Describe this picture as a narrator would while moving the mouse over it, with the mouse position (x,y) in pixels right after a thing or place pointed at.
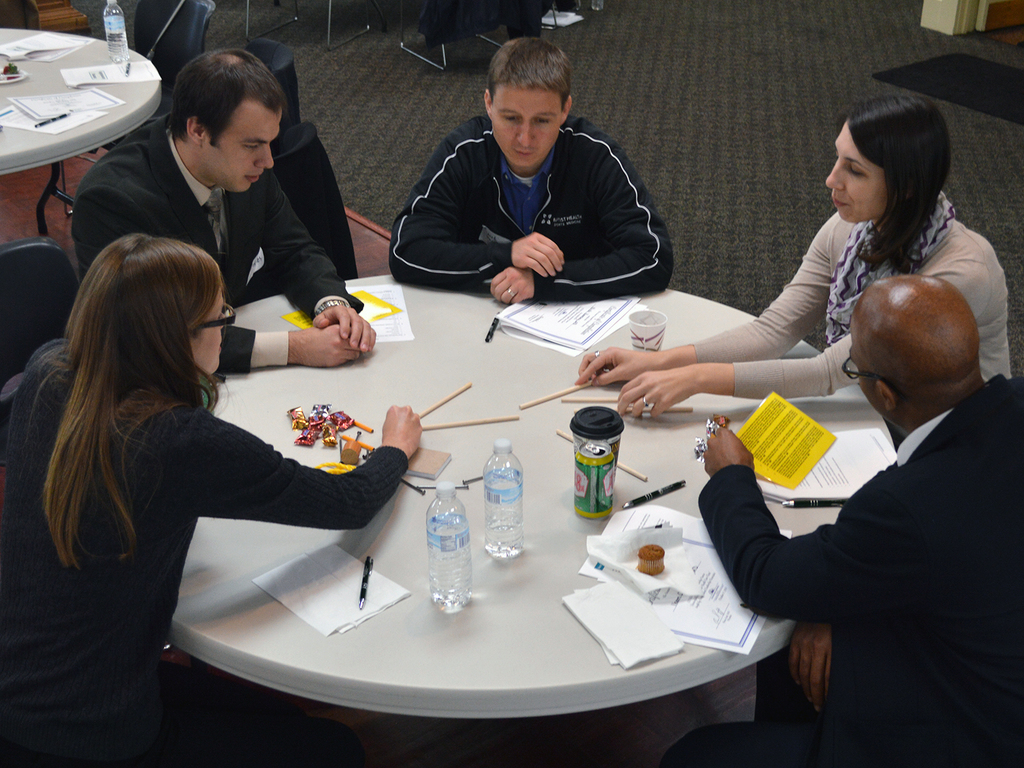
In this woman (43,388) and three men (680,760) are surrounded by a table (576,666). On top of the table (473,555) there are bottles (459,595), pen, paper (357,572), cup (652,324) and food item (292,423) on it. At the left top (300,134) there are few chairs (4,303) and table (89,122) having bottle (120,11), papers (82,105) and pen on it. The right top there is a mat (1000,104).
